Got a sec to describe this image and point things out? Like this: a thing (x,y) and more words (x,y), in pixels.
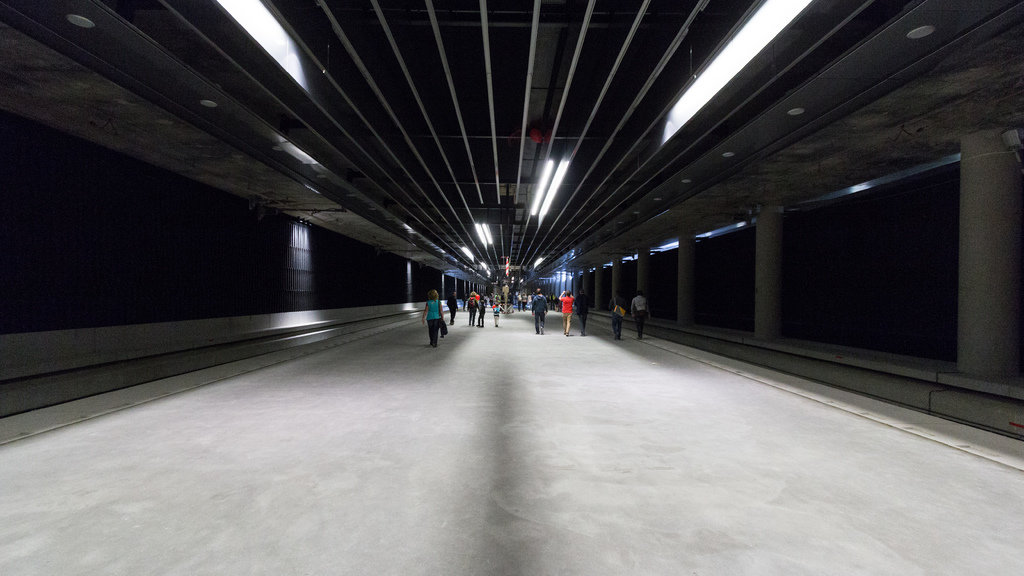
In this image I can see group of people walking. The person (433,311) in front wearing blue shirt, black pant (437,324), left and right I can see black and gray color wall (289,245).
